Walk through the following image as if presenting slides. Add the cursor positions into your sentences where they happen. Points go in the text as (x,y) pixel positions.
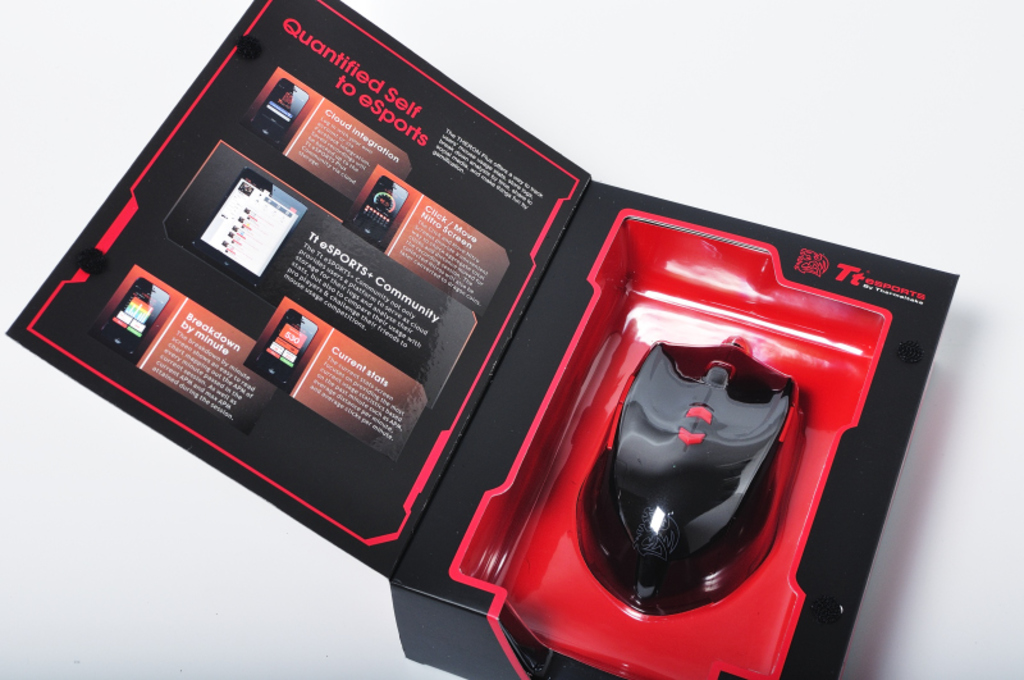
There is one black color box (486,490) is present on a white color surface (251,546).
